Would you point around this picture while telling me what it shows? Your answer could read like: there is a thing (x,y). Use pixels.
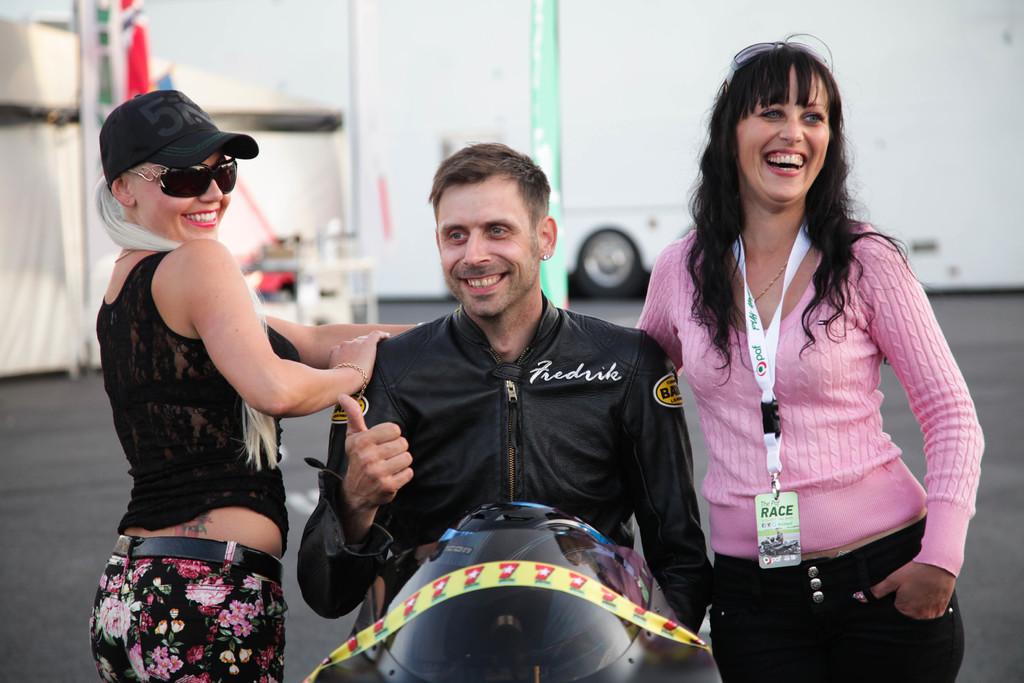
In this image we can see a man (555,400) sitting on the motor vehicle (550,604) and woman (236,381) standing on the floor (102,511). In the background (64,134) we can see tent (64,262) and a motor vehicle (680,132).
